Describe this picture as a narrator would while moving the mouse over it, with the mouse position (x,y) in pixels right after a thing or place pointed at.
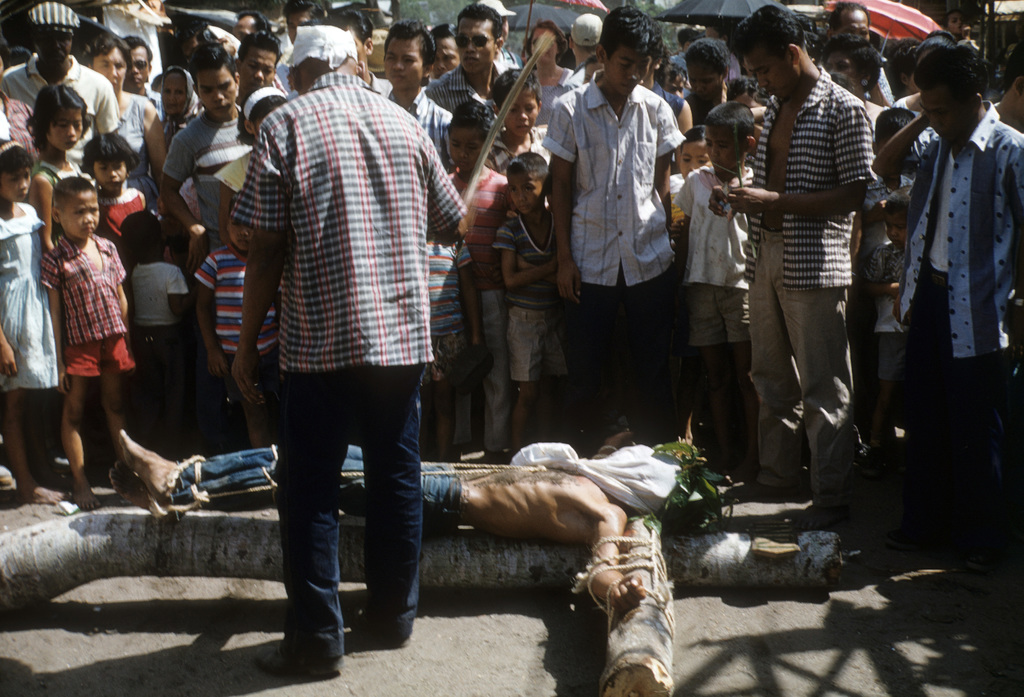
In the picture I can see a person (512,500) is tightened to a trunk (523,536) of a tree (533,557) and there are many persons (414,185) around him.
